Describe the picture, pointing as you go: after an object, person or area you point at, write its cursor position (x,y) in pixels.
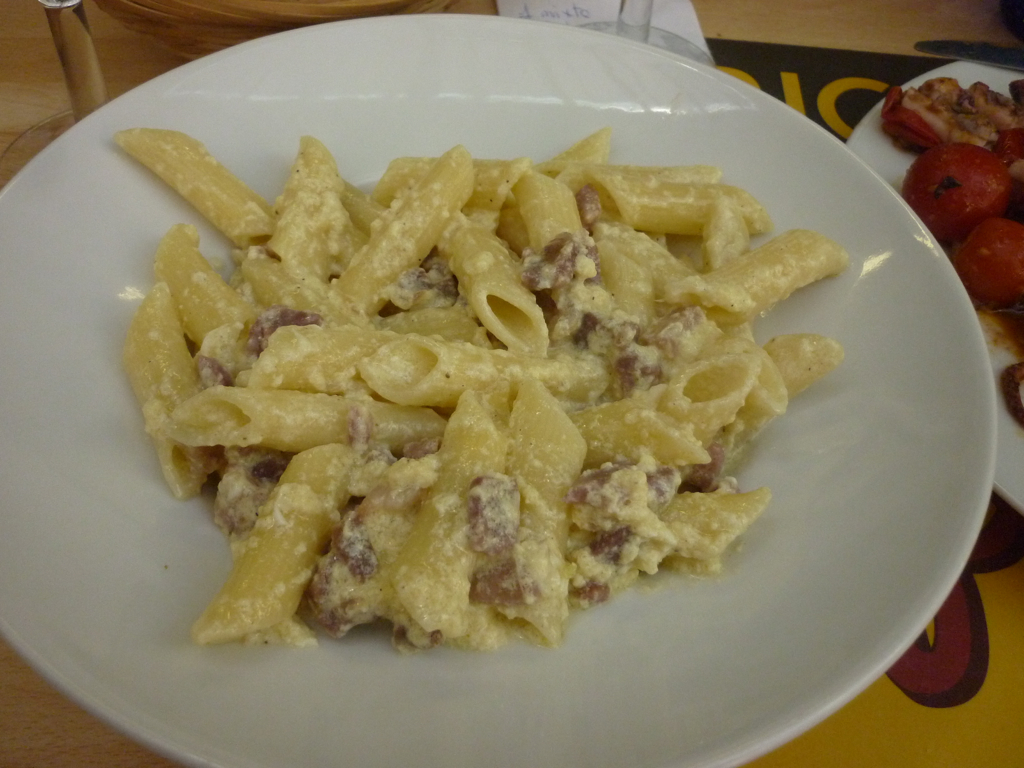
In this image there is a plate (71,473) in which there is pasta (437,377). On the right side (924,195) top there is another plate (934,169) in which there is some food stuff (962,201).
